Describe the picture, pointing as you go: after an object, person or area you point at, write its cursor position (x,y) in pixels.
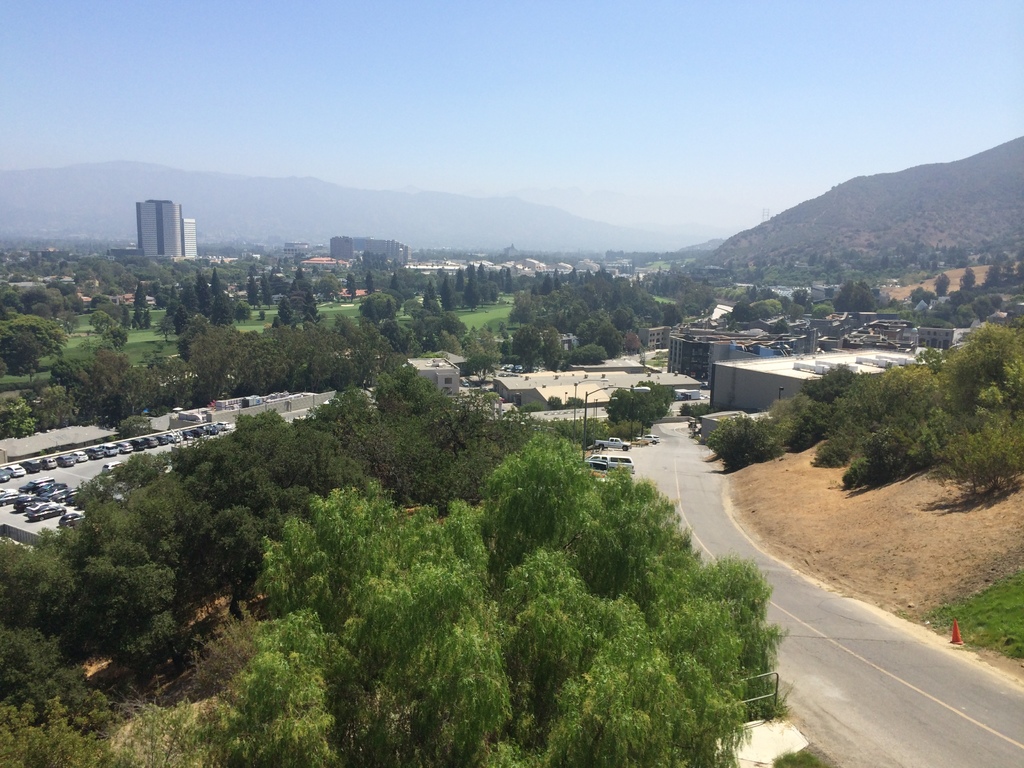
In the image I can see the view of a place where we have some buildings (668,377), houses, trees (347,466), plants (510,750), cars (55,504) on the road (969,760) and some mountains (439,207) and sky (582,162).
